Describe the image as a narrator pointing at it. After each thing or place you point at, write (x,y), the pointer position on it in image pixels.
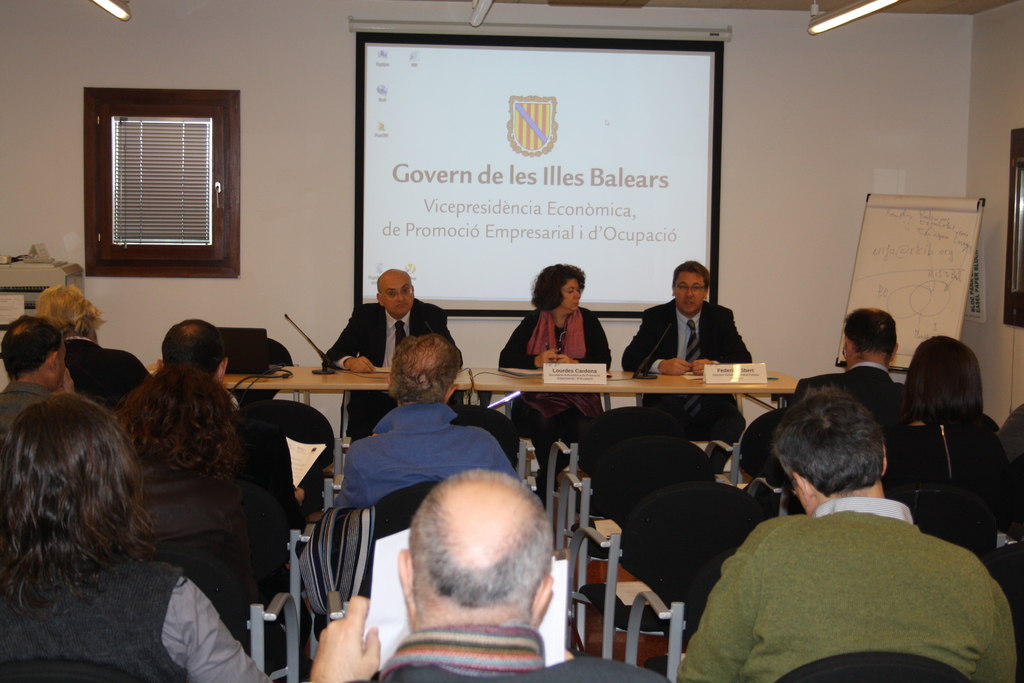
At the top of the image (865,9) we can see electric lights (808,30), projector display (583,59), window (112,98), mic (316,355), cables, laptop (261,354), name boards (581,372) and persons (588,332) sitting at the table (616,385). At the bottom of the image (494,639) we can see persons (540,557) sitting in chairs (260,576) in rows.
